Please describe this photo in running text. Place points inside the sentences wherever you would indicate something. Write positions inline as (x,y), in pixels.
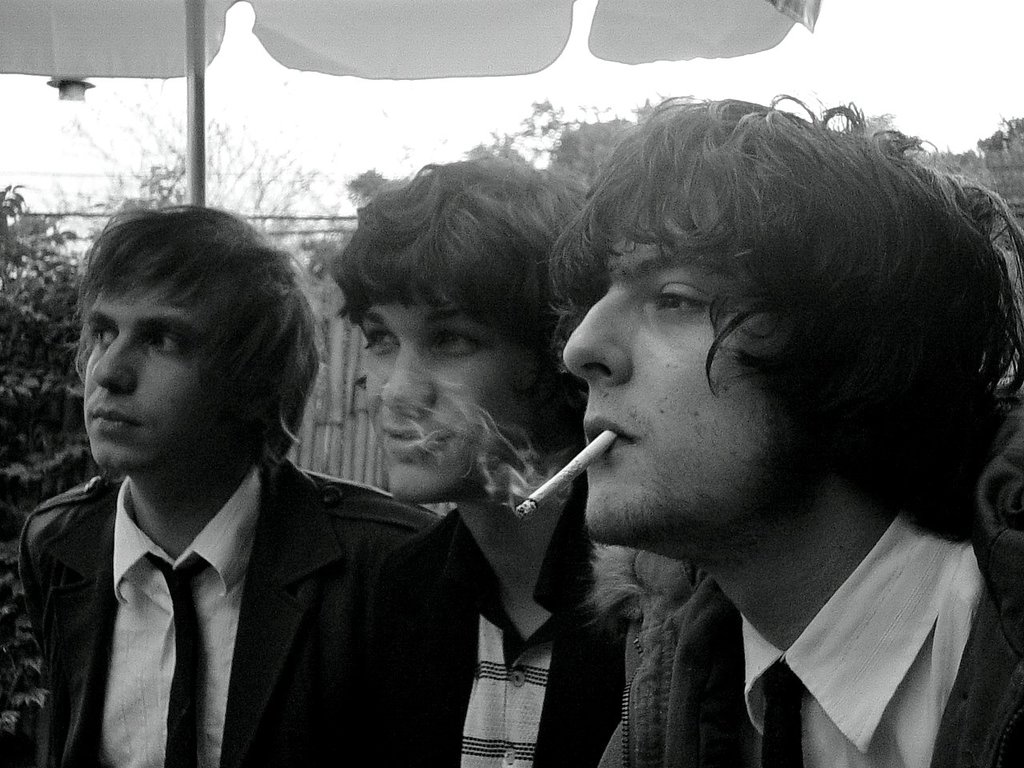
In the foreground of this black and white image, there are three men (732,649) and a man (811,467) with cigarette (585,455) in his mouth (612,424). In the background (65,251), there are trees (1018,137) and it seems like an umbrella (295,23) at the top (220,9).
